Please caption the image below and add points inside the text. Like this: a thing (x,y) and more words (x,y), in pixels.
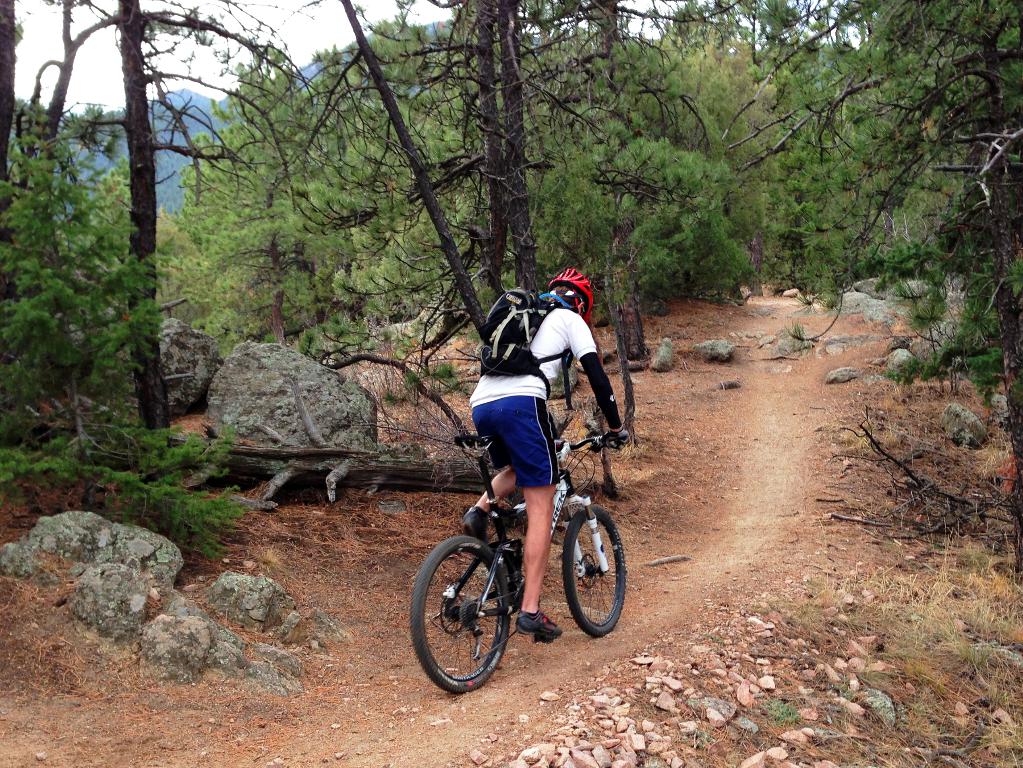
In this image we can see a person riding a bicycle (508,625). Here we can see stones (575,753), grass (899,631), rocks (87,565), and trees (637,224). In the background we can see mountain (195,151) and sky (306,51).
